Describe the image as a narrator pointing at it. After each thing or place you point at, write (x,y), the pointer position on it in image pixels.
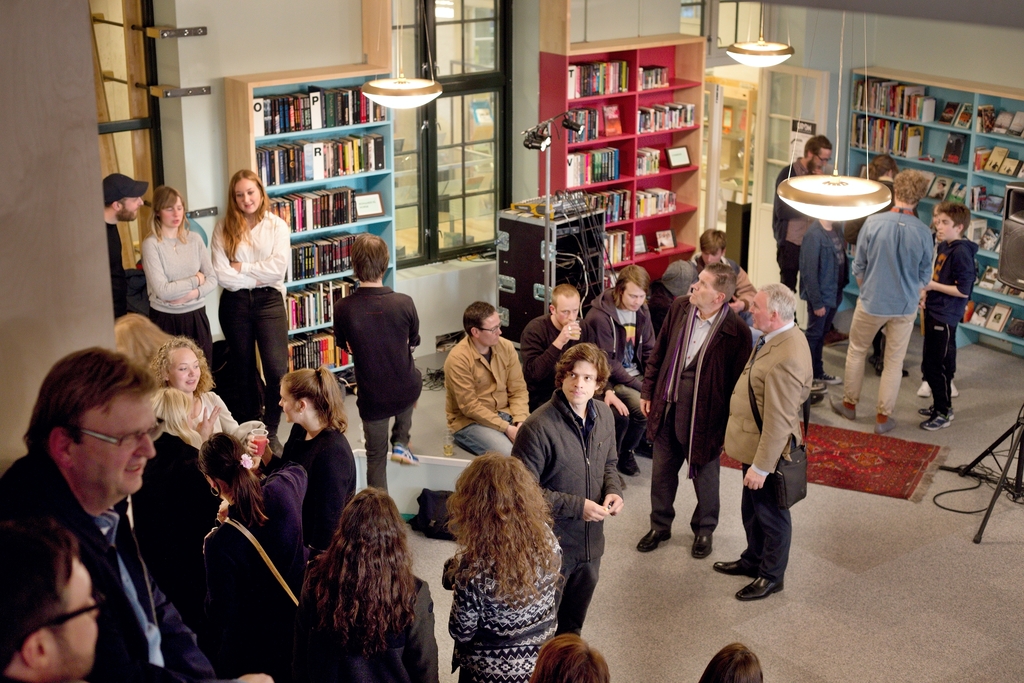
In this image we can see persons (602,415) standing on the floor (964,445) and some are sitting on the seating stools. In the background (613,175) we can see books (613,175) arranged in the cupboards (697,156), electric lights (740,63) hanged from the roof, carpet (896,450), cables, windows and tripod (1005,465).
